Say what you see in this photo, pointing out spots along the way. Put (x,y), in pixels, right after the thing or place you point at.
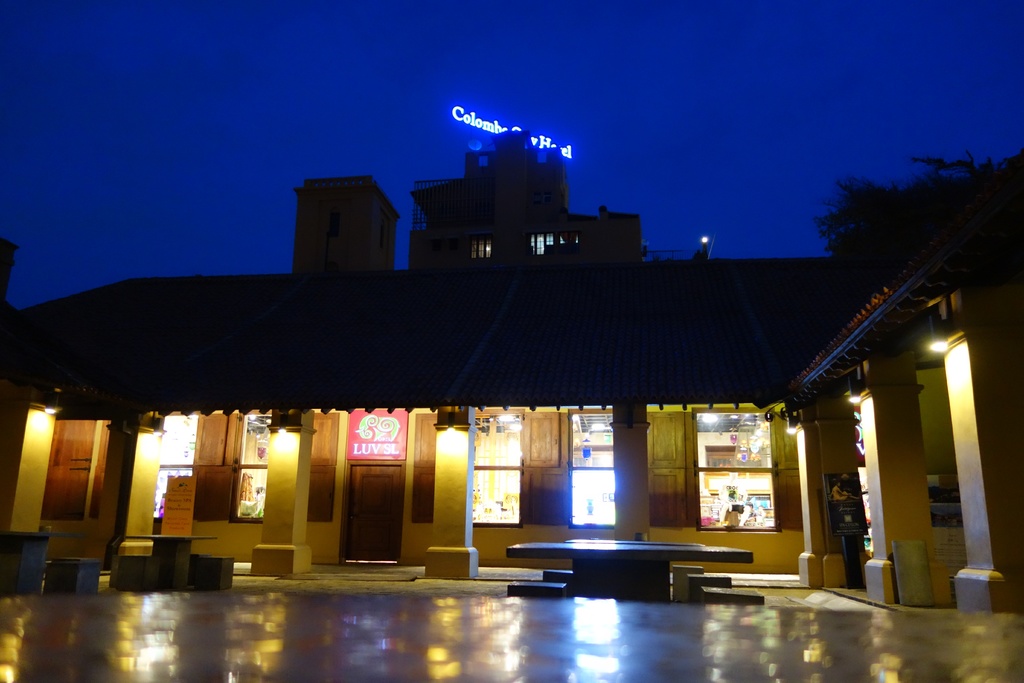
In the picture we can see the house (143,383) with windows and door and on the top of the house (690,326) we can see a tree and beside it, we can see a part of the building (347,188) and in the background (415,180) we can see the sky (130,190).
